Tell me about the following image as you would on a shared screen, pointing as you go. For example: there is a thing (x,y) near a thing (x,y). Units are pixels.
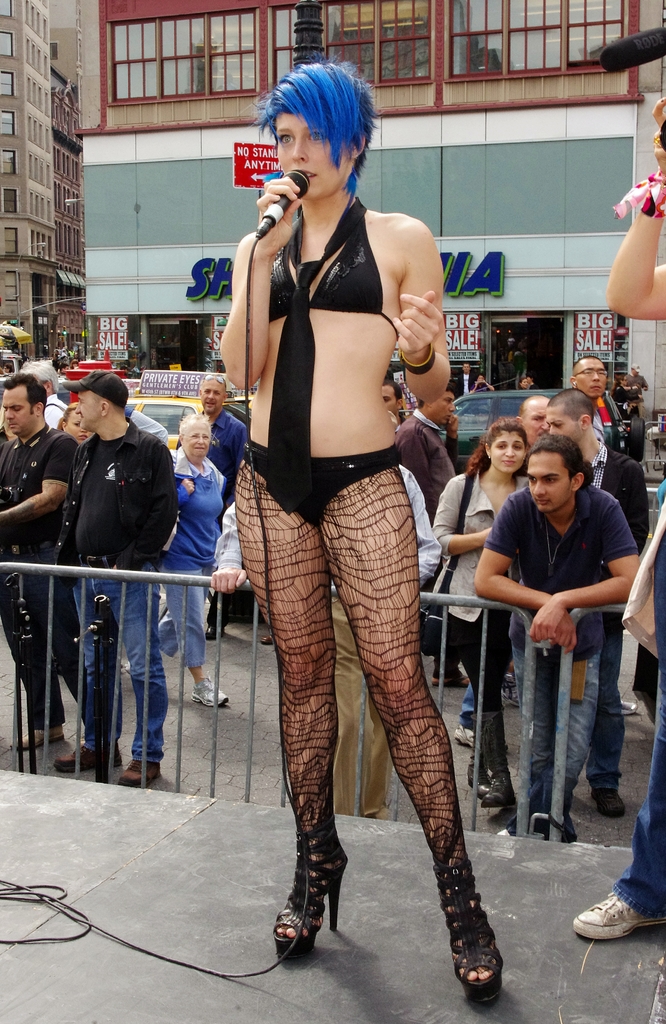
In this image I can see a person (334,288) standing and holding mic (258,237). Back Side I can see few people (25,511) and few vehicles (488,430) on the road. I can see a stores (96,339), board (112,345), buildings (21,145) and glass windows (137,65). In front (148,615) I can see a railing (478,694).
